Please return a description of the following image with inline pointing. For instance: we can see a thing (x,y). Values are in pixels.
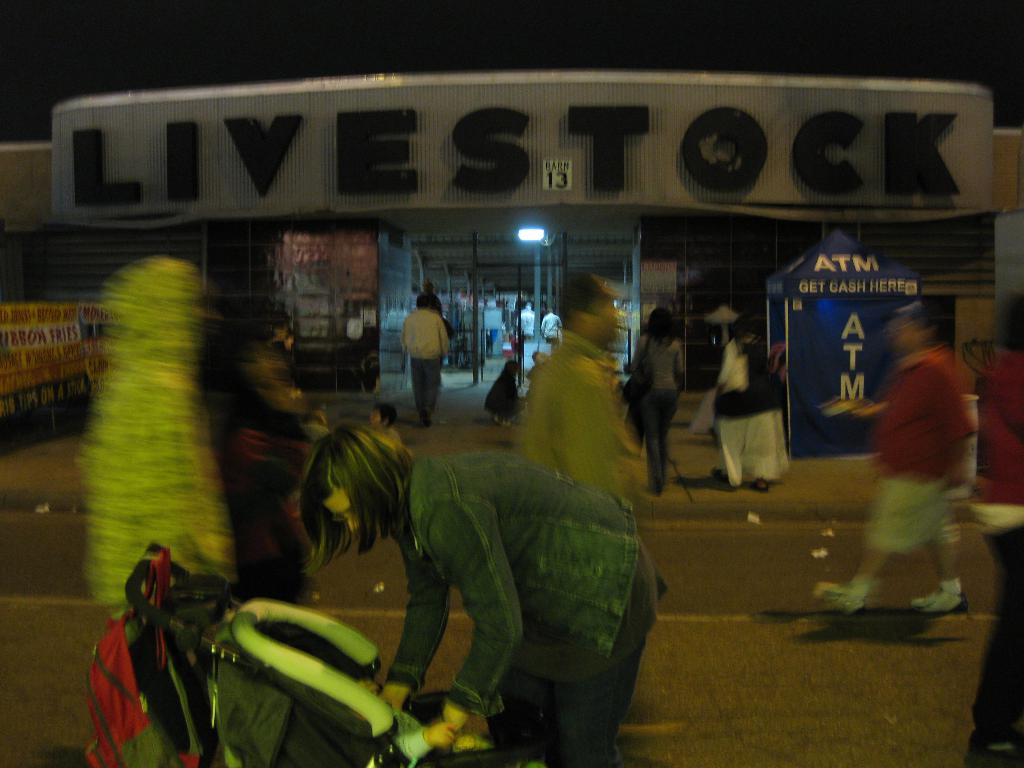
This image is taken outdoors. At the bottom of the image (723,626) there is a road (60,536). In the background (313,205) there is a store (816,197) with walls (319,152) and doors (469,275). There are many boards (96,373) with text (86,361) on them. There is a text (279,150) on the wall (594,156). A few people (281,374) are walking on the road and a few are standing. There is a stall (849,336). In the middle of the image (399,469) a woman (493,576) is standing and there is a baby carrier (209,648) with a baby (400,717) in it.
